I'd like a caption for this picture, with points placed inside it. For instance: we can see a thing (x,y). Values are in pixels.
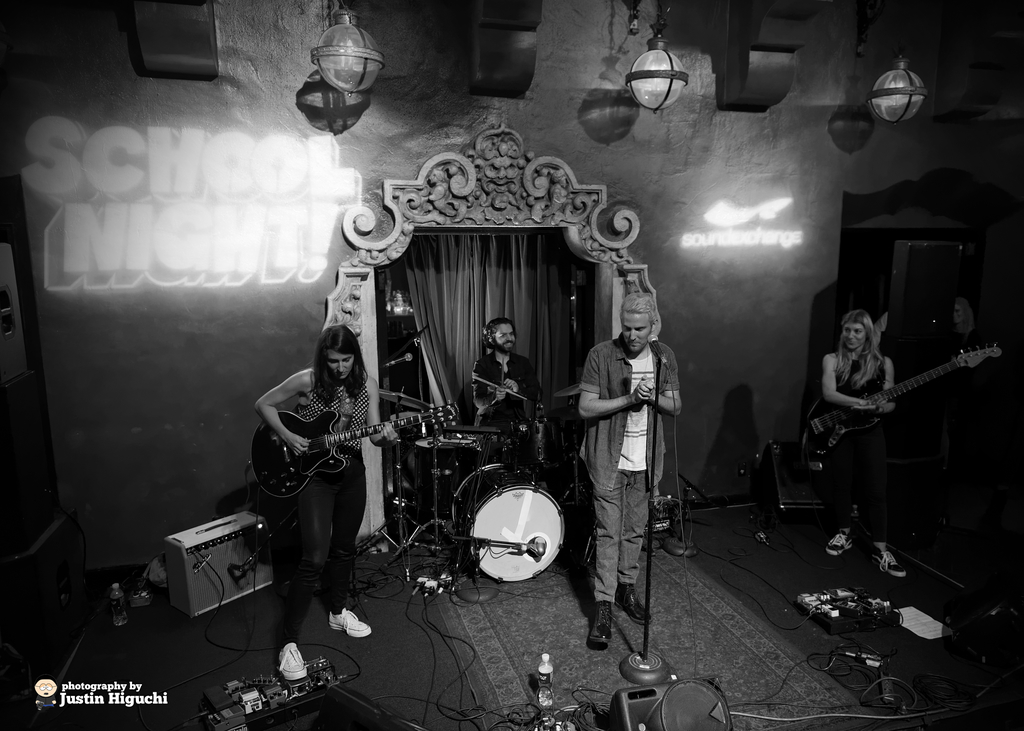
This is a black and white picture. In this picture we can see there is some projection of letters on the wall (71,183). We can see a curtain (415,266) and people (496,362) playing musical instruments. We can see a man (673,397) standing a near to a mike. On the floor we can see bottles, electronic devices (994,619) and wires (191,719). At the top (913,115) we can see lights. In the bottom left corner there is a watermark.
